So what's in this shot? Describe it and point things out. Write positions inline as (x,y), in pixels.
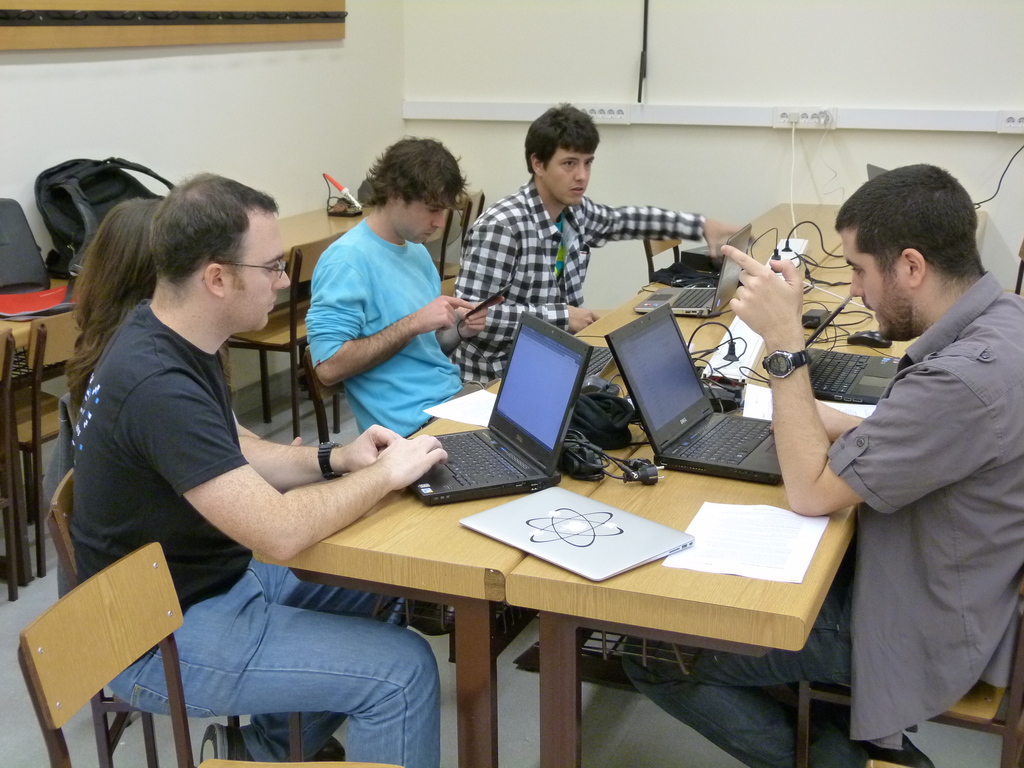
In this picture in the front (179,737) there is an empty chair (178,720). In the center (382,349) there are persons (414,406) sitting on the chair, there is a table (639,443), on the table (821,294) there are laptops (660,393), papers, wires (830,331). In the background (55,215) there are empty chairs (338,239) and there is a table (330,228), on the table (301,224) there are bags (65,225) and on the wall (557,60) there is an object (595,110) which is white in colour and on the left side wall (187,52) there is an object (148,27) which is brown in colour and black in colour.
